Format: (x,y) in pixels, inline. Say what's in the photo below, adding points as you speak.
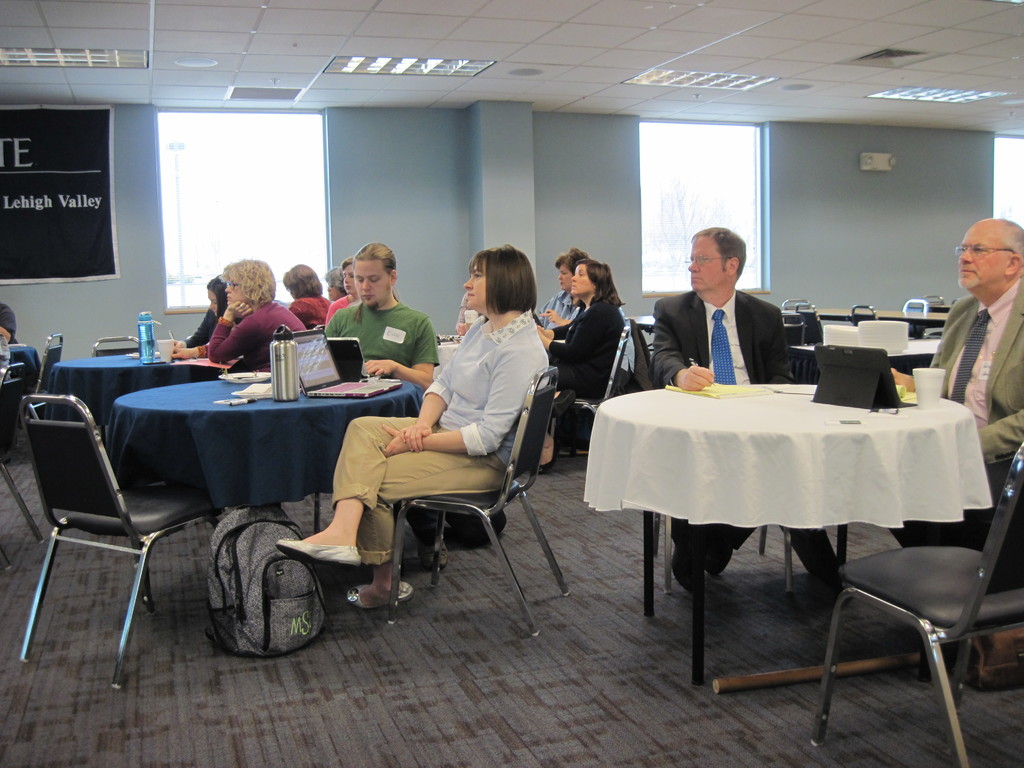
In this image, there are group of people (522,389) sitting on the chair (530,501), in front of the table (364,400) on which laptop (380,387), bottles (285,362), papers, glasses (941,379) etc. are kept. A roof top (603,60) is white in color on which lights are mounted. The background wall (483,127) is light blue in color. Both side of the image windows (685,204) are there. This image is taken inside a room (591,505).
